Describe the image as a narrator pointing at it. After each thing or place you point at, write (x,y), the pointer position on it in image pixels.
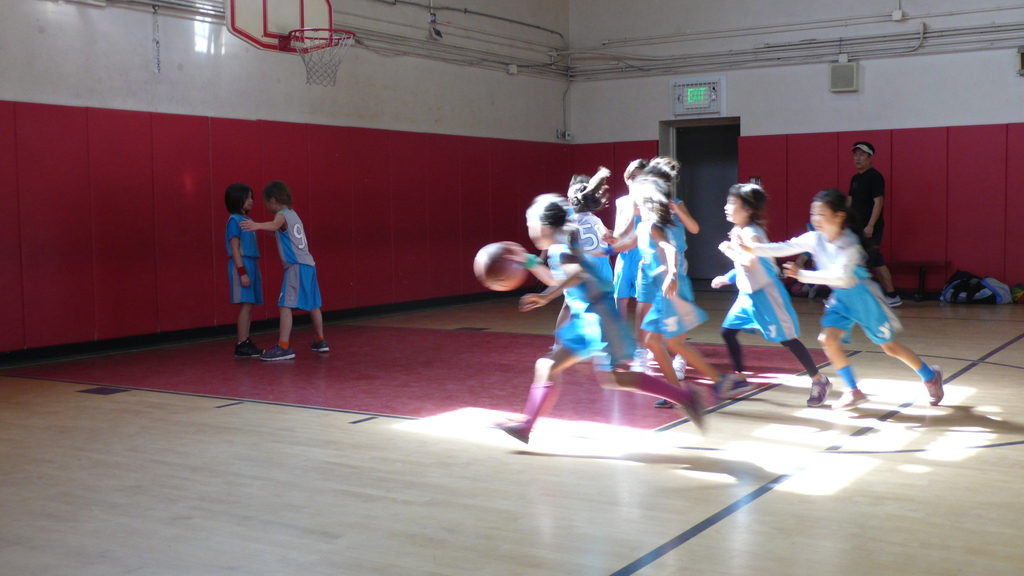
In this image we can see people (589,339) on the floor (420,315) and one of them is holding a ball (508,267) in the hand (523,256). In the background (462,54) there are pipelines (767,66), electric lights (702,103), speakers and a basket (303,40) attached to the wall (225,36).
